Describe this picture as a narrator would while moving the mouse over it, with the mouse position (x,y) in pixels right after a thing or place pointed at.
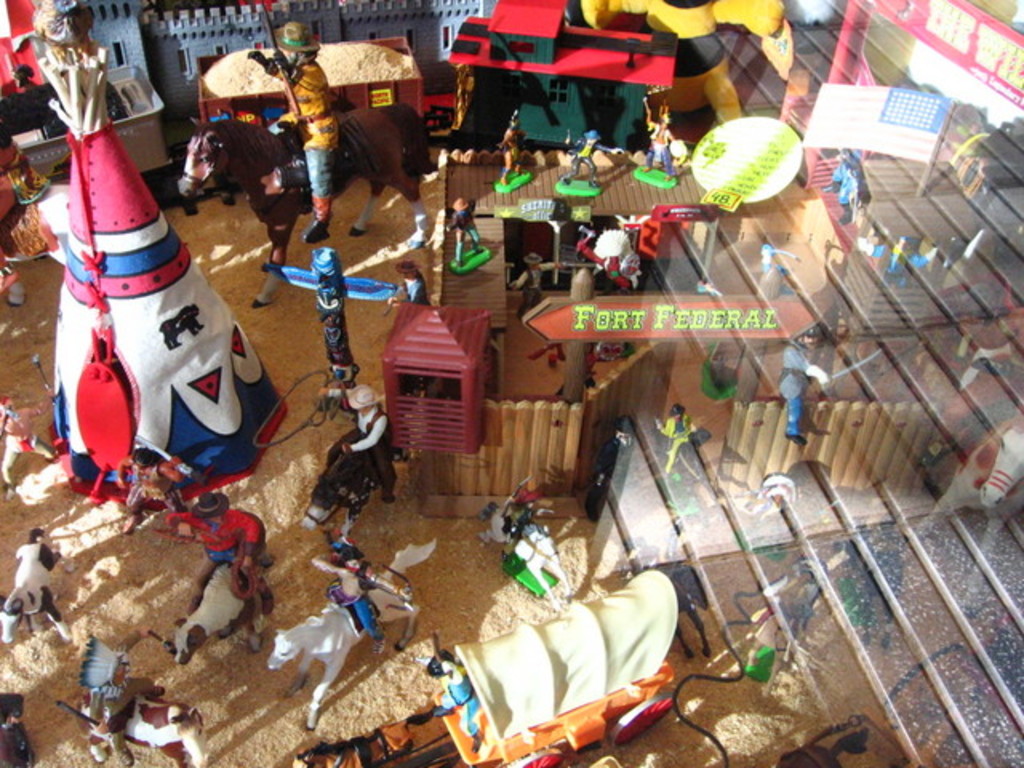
In this image I see the miniature set of toys (450,206) and I see few horses (256,201) on which there are persons (314,220) sitting and I see houses (463,24) and I see a board (631,309) on which there are 2 words (618,318) written and I see the ground (153,645) and I see a colorful thing (172,386) over here and I see a cart (453,721) over here.
